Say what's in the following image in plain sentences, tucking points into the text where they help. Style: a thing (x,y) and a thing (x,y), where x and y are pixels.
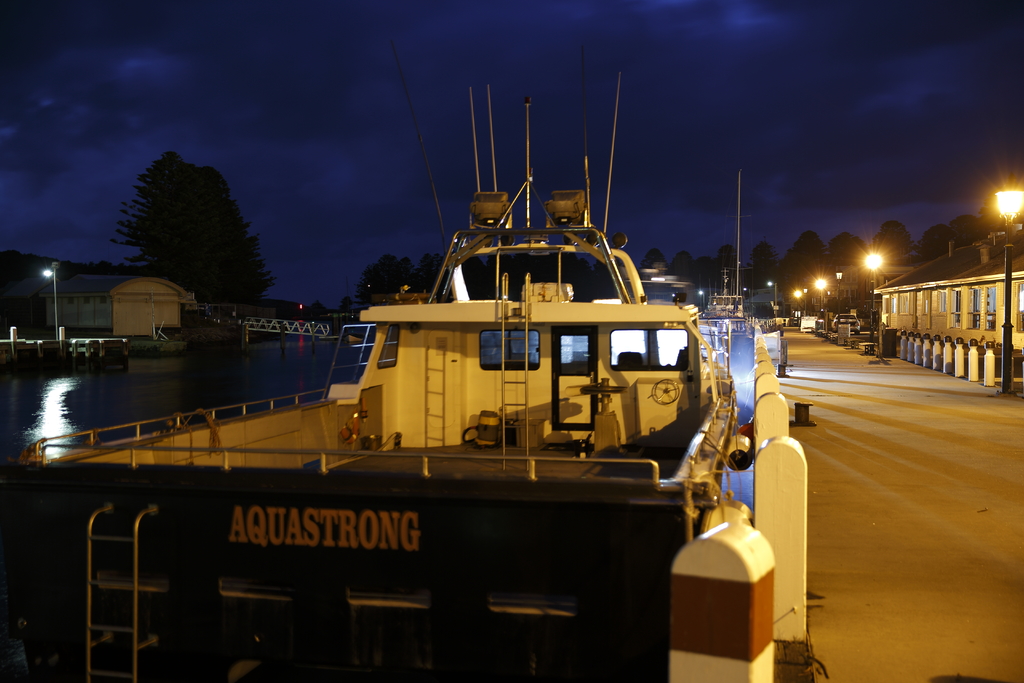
In the image there is a vehicle (668,488) and beside the vehicle (668,488) there is a walkway (843,375), around that there are many pole lights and on the left side (101,423) there is a water surface (148,368), in the background (180,274) there is some other equipment (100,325) and trees (811,277).
